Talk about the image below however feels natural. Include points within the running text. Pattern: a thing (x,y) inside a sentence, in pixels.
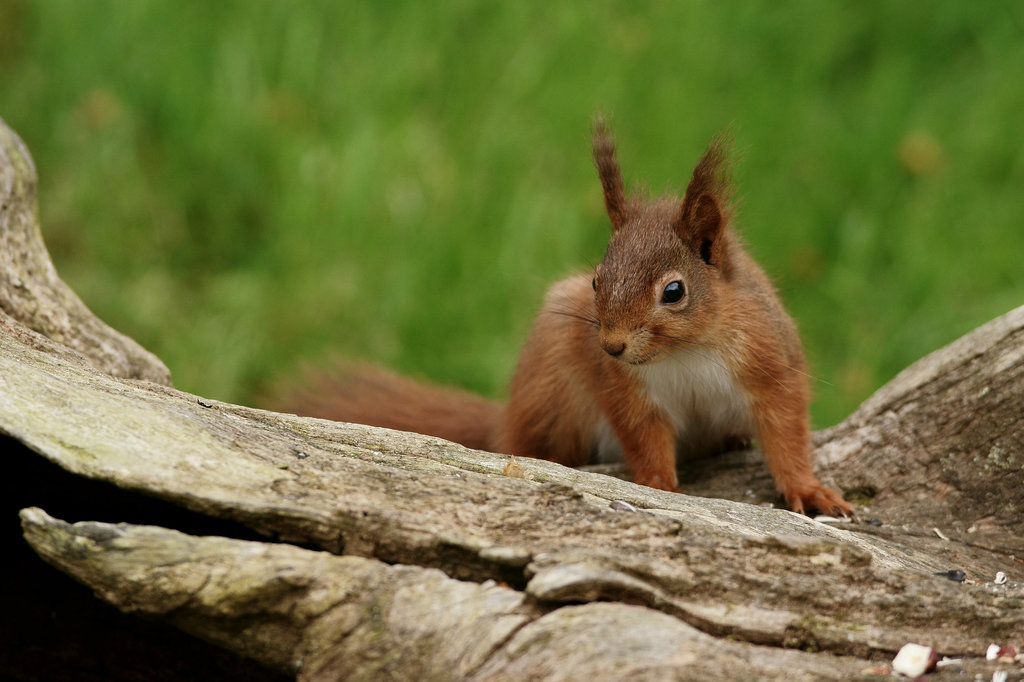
On the right side (692,308), there is a squirrel (692,308) in brown and white color combination on a wooden surface (120,535). And the background (132,71) is blurred.
